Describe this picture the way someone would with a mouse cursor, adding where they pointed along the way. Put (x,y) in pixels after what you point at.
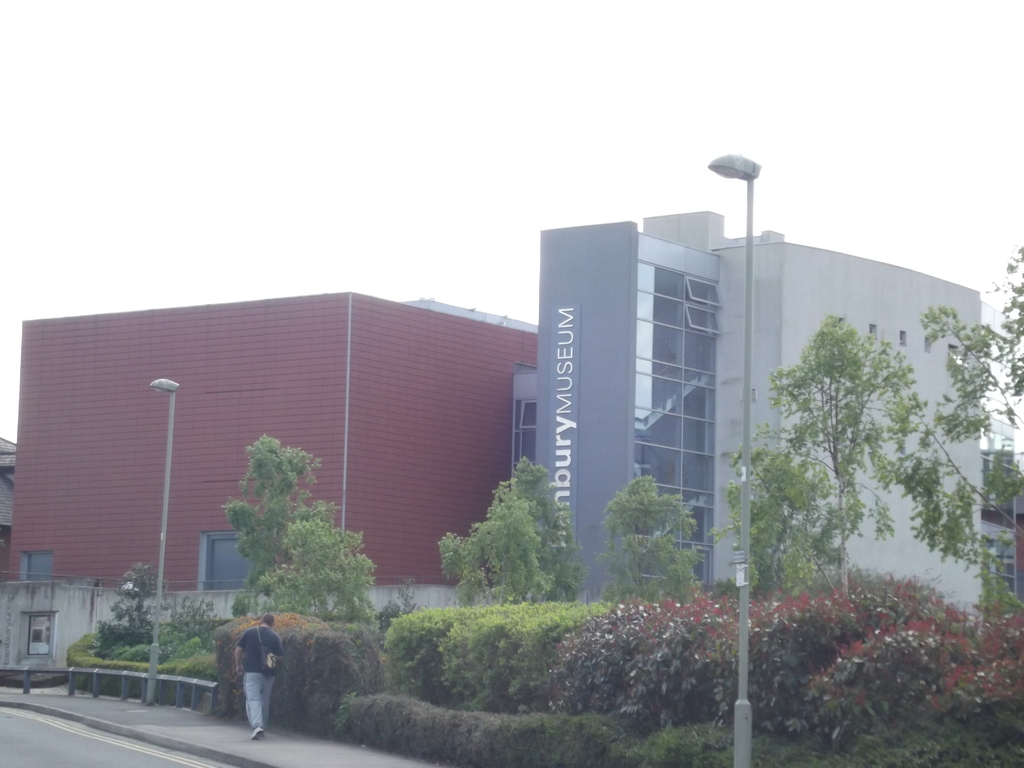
In this image I can see bushes (826,734), few trees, few buildings (509,470), few poles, few street lights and here I can see something is written. I can also see a person (264,646) is walking over here.
